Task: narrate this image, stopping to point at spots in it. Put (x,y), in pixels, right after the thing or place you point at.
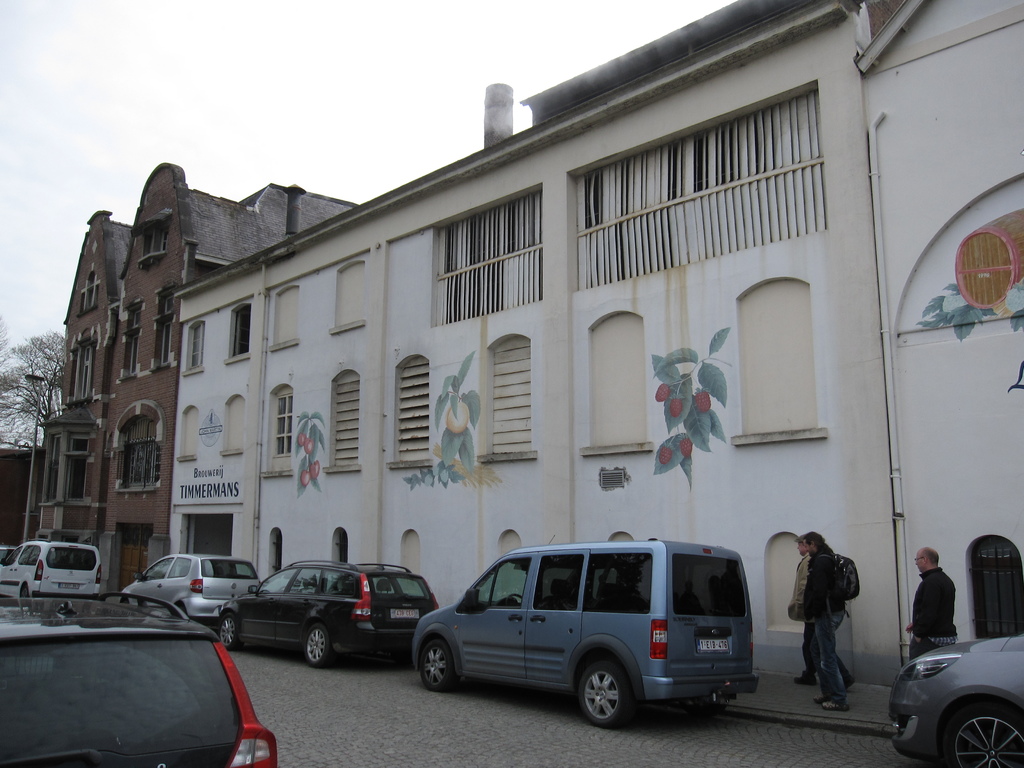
In this image we can see some vehicles (277,641) which are parked and there are some persons (827,628) walking through the footpath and in the background of the image (317,418) there are some buildings (159,370), trees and top of the image (414,83) there is cloudy sky (301,32).
